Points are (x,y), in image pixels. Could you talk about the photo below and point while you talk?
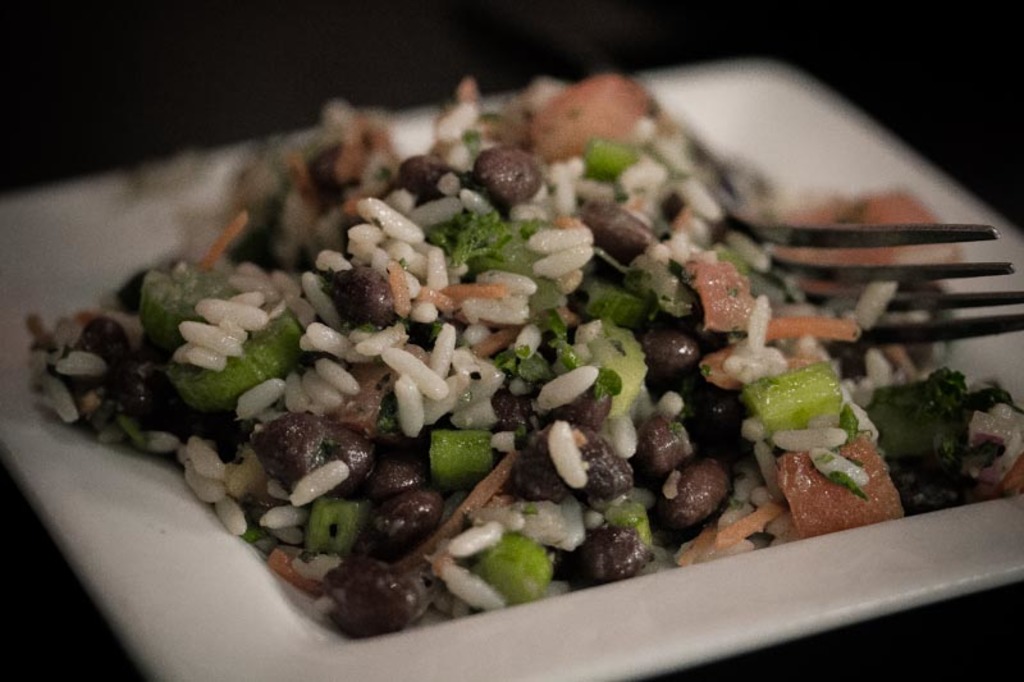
In this picture we can see a plate (835,177), fork (822,240), and food (652,342).
